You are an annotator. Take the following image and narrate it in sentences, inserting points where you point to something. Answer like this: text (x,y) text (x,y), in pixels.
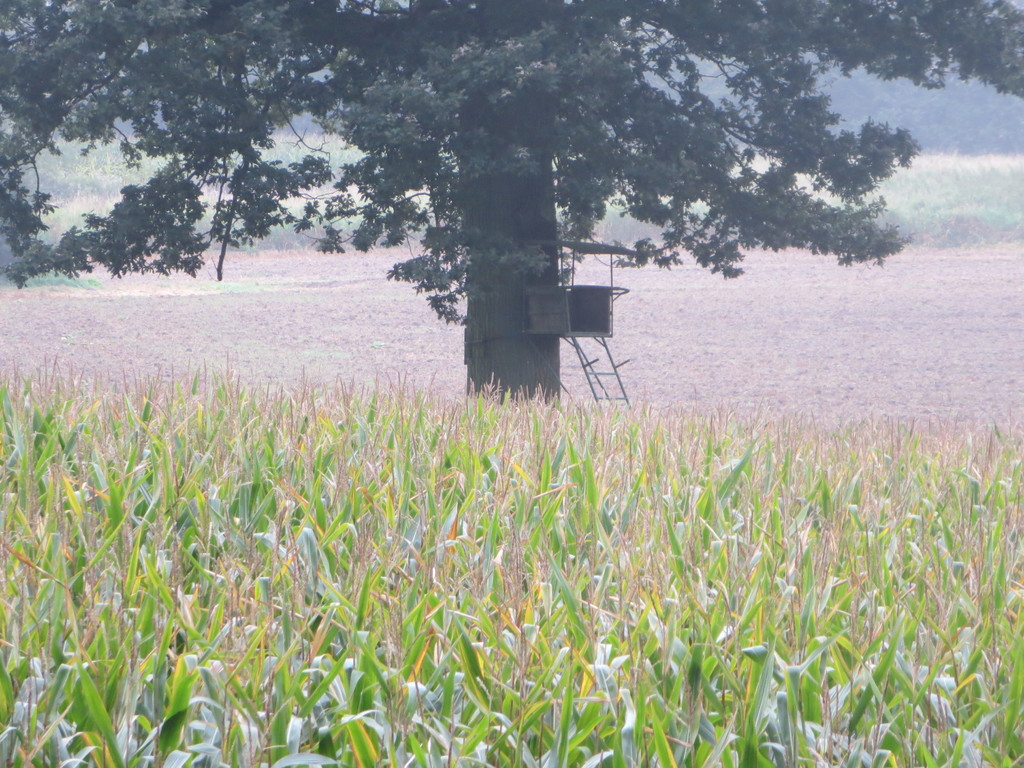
In the center of the image (501,295) we can see a tree (489,349). At the bottom (136,749) there are plants (499,746). In the background (984,202) we can see grass (958,211).
